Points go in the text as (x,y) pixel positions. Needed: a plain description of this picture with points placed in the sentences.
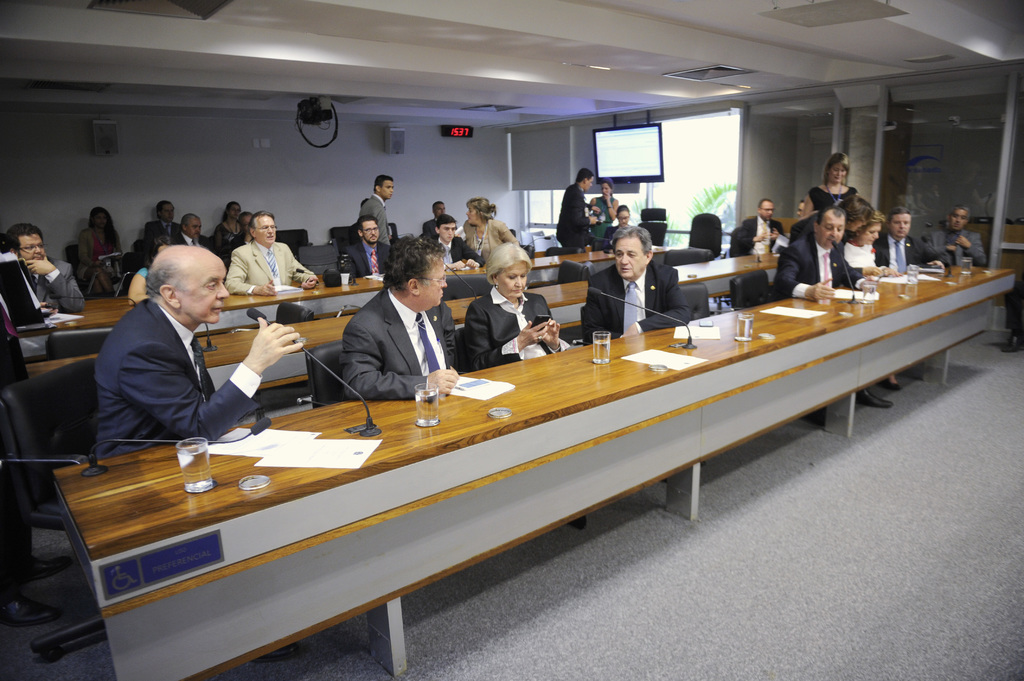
This Image is clicked in a room (670,330). There are tables (333,409) and chairs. People (362,367) are sitting on chairs (46,657) near the tables (321,593). On tables (237,465) there are glasses (738,317), papers (317,462), mike's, mobile phones (709,325). There is a clock (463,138) in the top (447,131). There are lights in the top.
